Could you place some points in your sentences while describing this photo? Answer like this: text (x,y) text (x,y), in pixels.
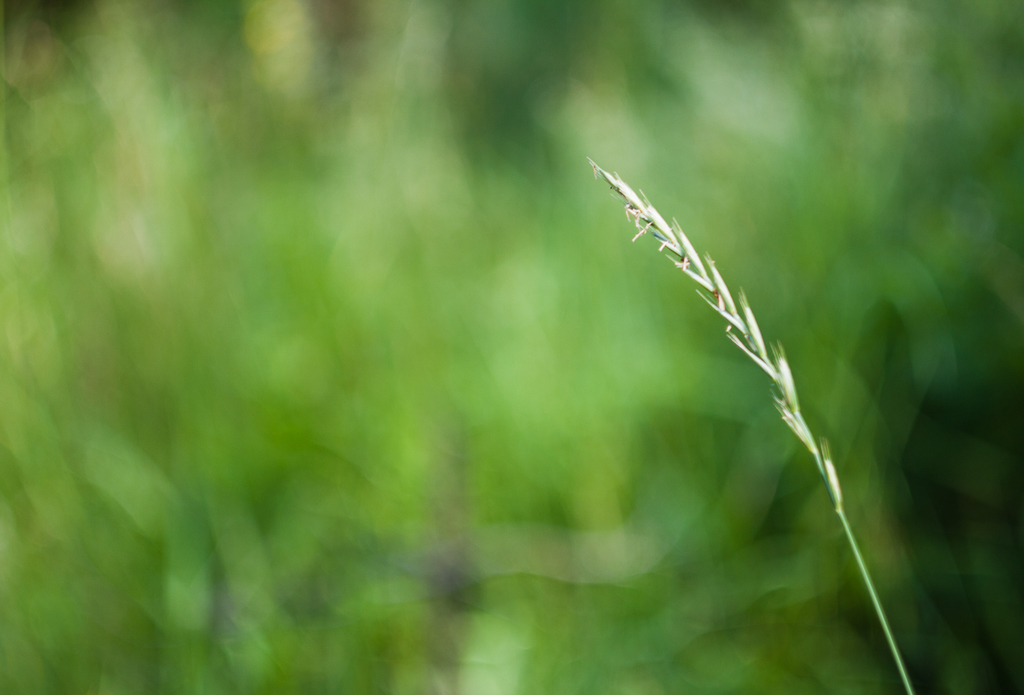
In this picture there is hierochloe (754,343) and the background (748,449) is in green color.
